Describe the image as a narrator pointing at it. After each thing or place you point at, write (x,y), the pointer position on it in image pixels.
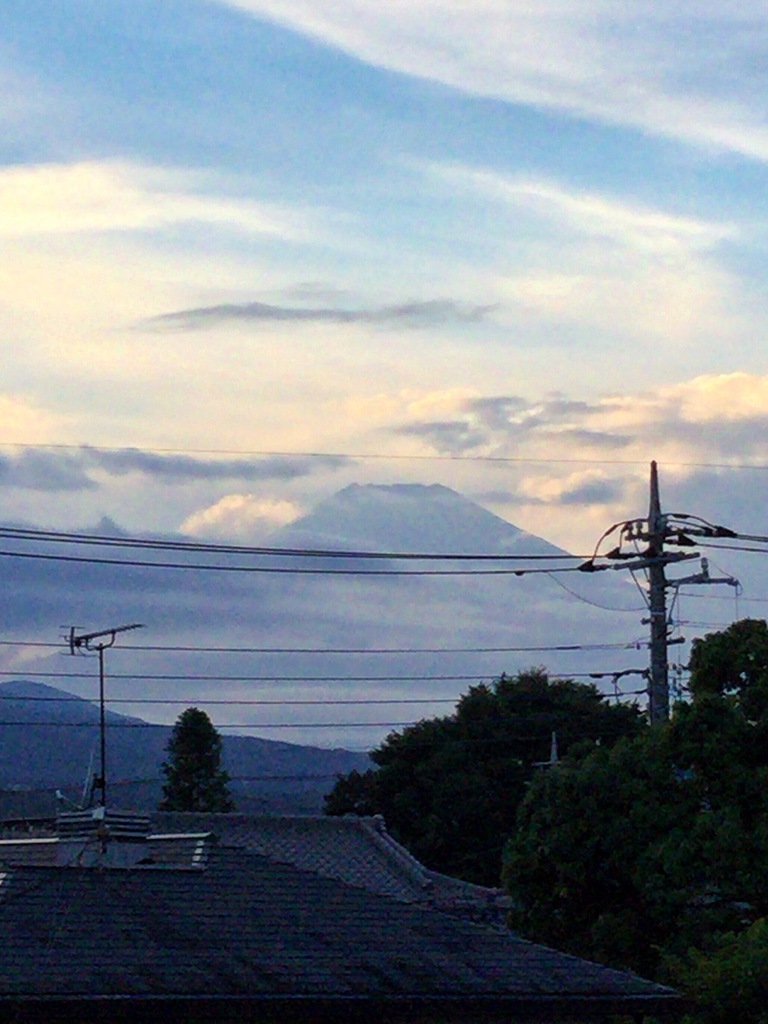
We can see rooftops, poles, wires (147,702) and trees (697,702). In the background (224,725) we can see hills (112,758) and sky (269,376) with clouds (117,688).
